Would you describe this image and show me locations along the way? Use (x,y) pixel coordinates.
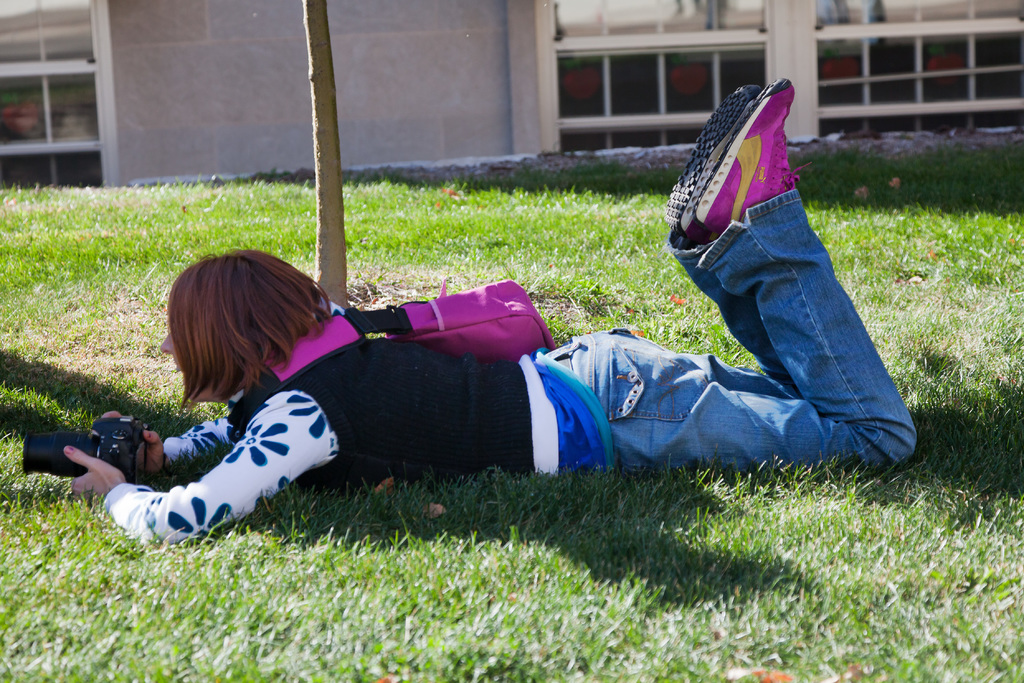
In the picture I can see a woman (423,431) lying on the green grass (491,498) and there is a camera (84,467) in her hands (79,481). She is carrying a bag (393,336). In the background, I can see the glass windows (619,1) of a building (359,68).
